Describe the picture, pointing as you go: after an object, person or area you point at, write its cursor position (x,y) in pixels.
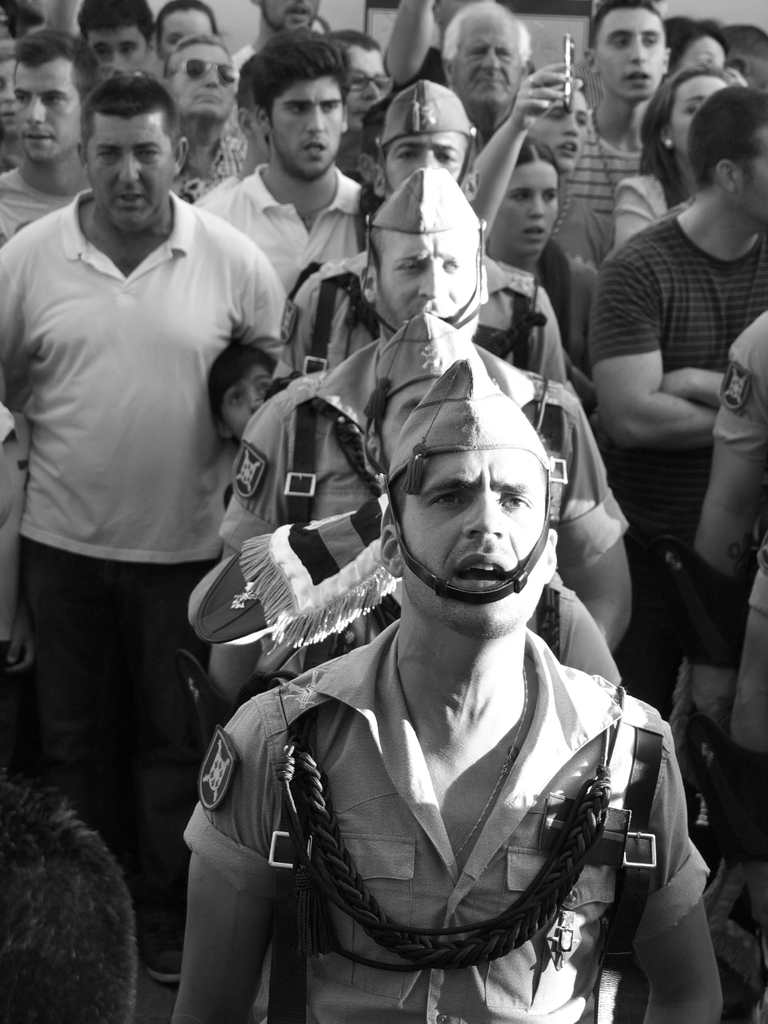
It looks like a black and white picture. We can see a group of people (187,284) standing and a person (520,125) is holding an object (567,79).
